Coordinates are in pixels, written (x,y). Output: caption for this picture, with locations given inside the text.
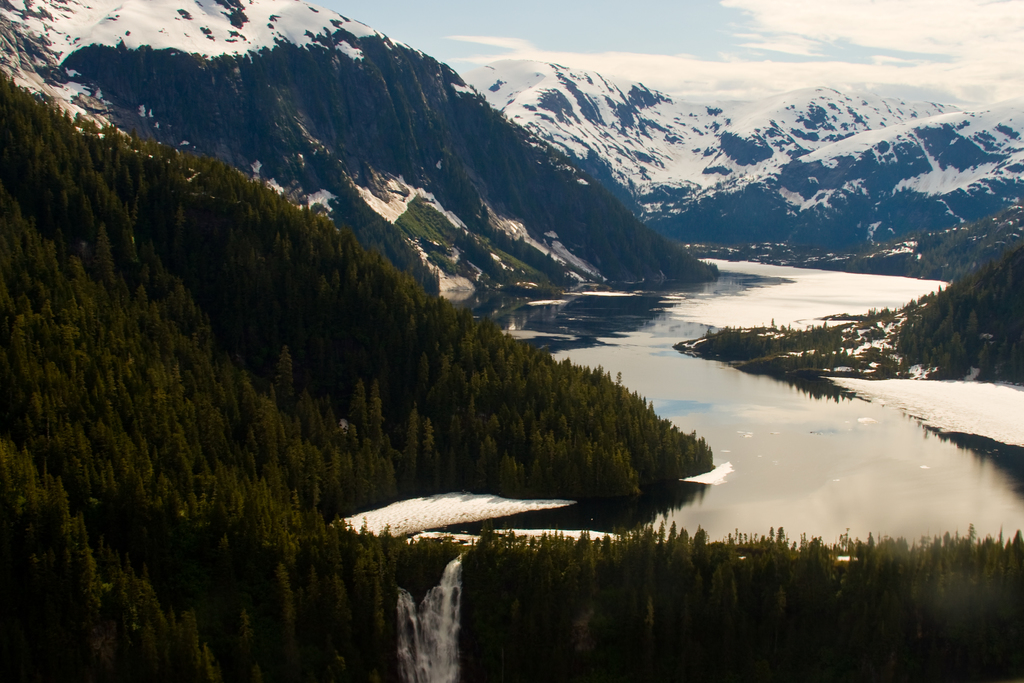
In this picture we can see few trees (443,456), water (710,501) and hills (497,135), and also we can see clouds (777,42).
